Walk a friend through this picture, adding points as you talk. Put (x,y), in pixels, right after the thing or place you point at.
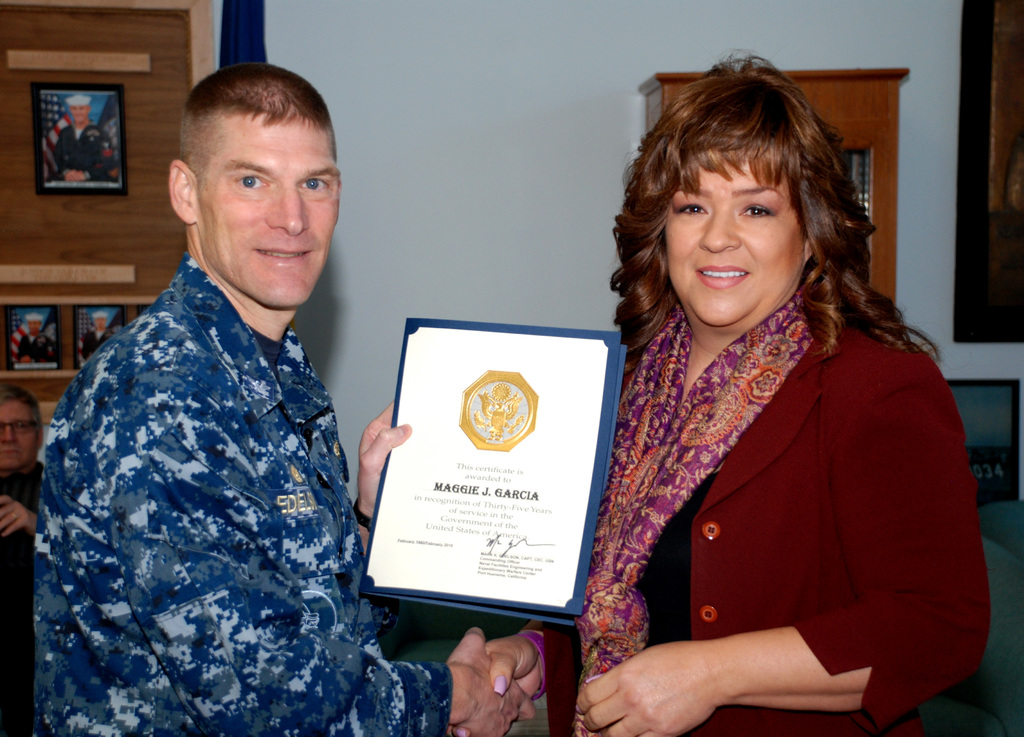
This image is taken indoors. In the background (383,157) there is a wall (343,162) with a few picture frames (112,188) and there is a cupboard (863,152). On the left side of the image (17,396) a man (6,660) is sitting on the chair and a man (263,669) is standing on the floor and holding a certificate (470,456) in his hands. On the right side of the image (872,358) a woman (815,465) is standing on the floor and she is with a smiling face (718,215).
